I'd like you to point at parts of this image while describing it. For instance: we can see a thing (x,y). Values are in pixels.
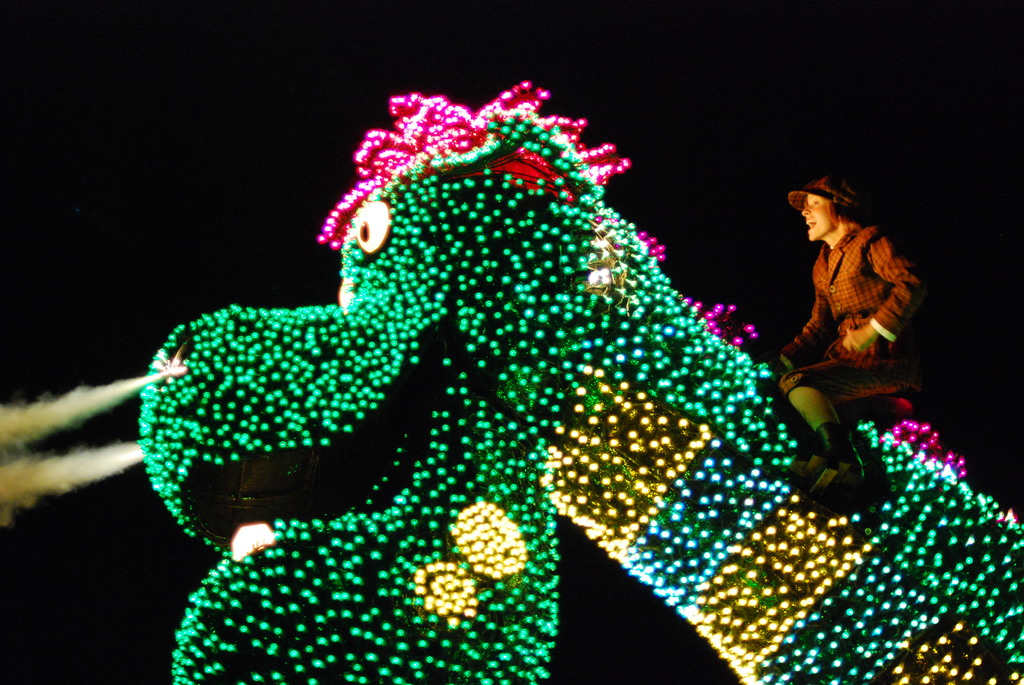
In this picture I can see there is a dinosaur (506,474) and there is a man (808,367) sitting wearing a shirt (863,257) and a cap (826,189). There are lights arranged here, they are in green color. The backdrop (187,205) is dark.
